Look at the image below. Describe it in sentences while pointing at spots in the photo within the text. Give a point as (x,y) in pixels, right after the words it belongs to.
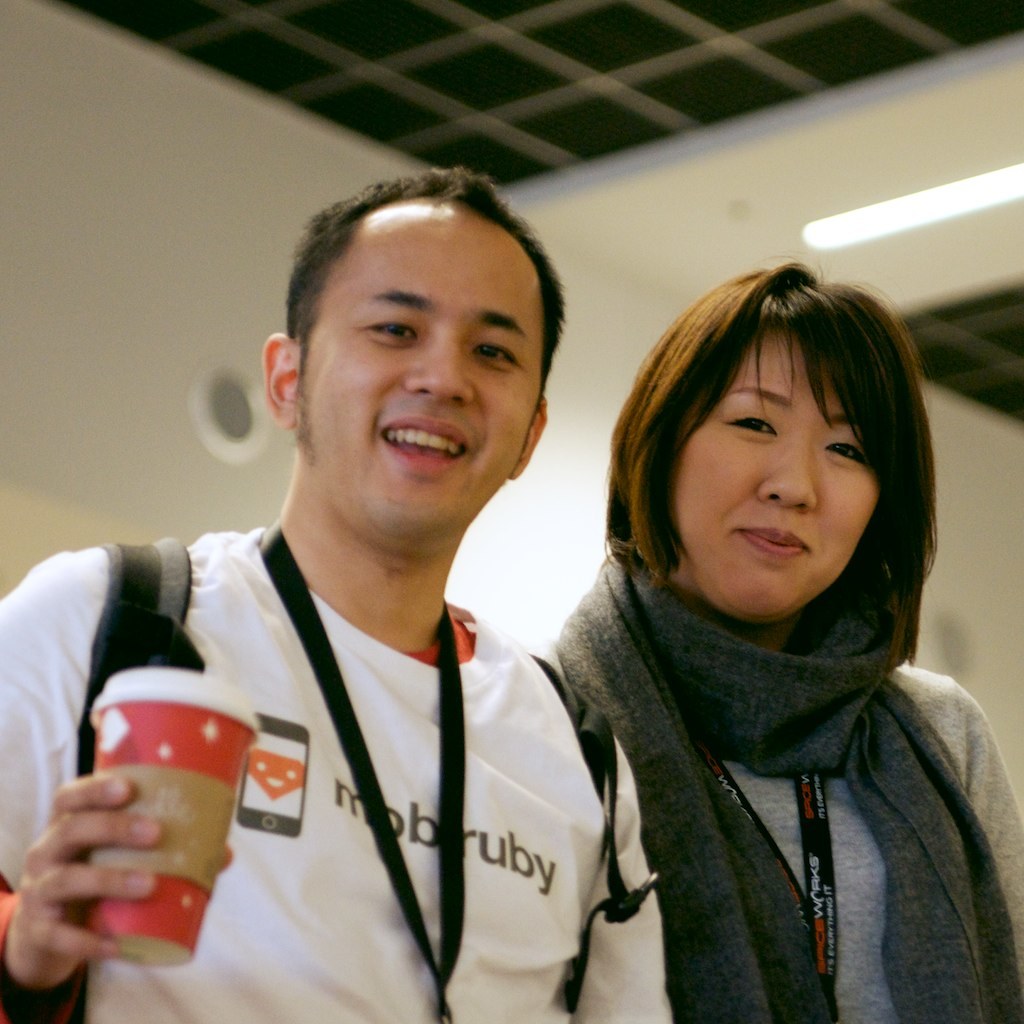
In this image, I can see the man (438,993) and woman (697,690) standing and smiling. This man (390,815) is holding a cup (175,836) in his hand (144,839). This looks like a tube light (959,192), which is attached to the wall (950,181). At the top of the image (473,39), I think this is the ceiling (532,112).
